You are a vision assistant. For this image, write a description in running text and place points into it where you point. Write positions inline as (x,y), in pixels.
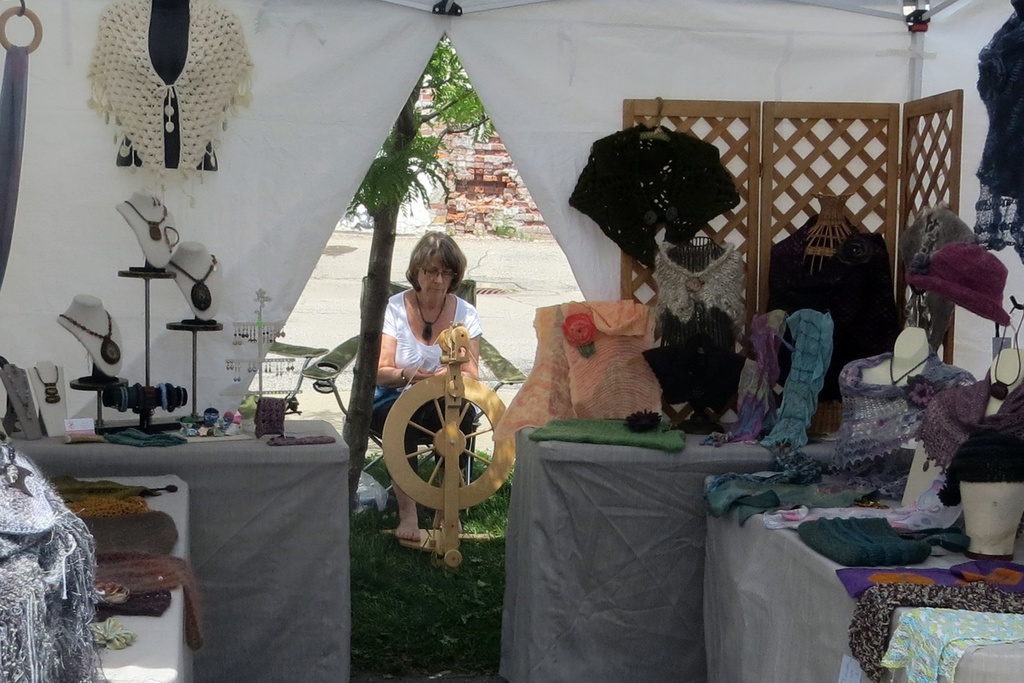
This picture is inside the tent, where I can see some clothes (780,510) are placed on the table (619,606) which is the right side of the image (746,588), we can see some ornaments (125,646) are placed on the table (213,576) which is on the left side of the image (325,591). Here we can see a woman (428,338) wearing white color dress (416,347) is sitting on the chair (470,299) where we can see some object (472,496) in front of her. In the background (378,227), I can see trees (378,227) and the brick wall (438,195).
